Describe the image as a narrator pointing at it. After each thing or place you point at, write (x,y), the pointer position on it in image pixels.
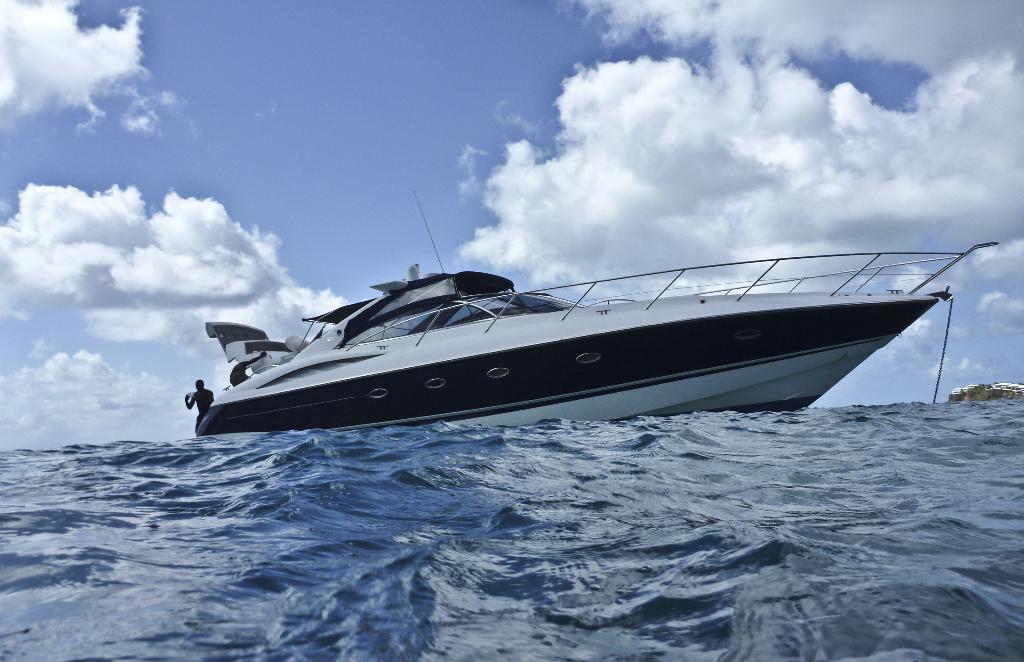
In the background (663,5) we can see clouds (767,26) in the sky (558,30). In this picture we can see a boat (265,405). On the left side of the picture (237,367) a person (239,375) is visible. At the bottom portion of the picture (321,507) we can see the water (807,507).
